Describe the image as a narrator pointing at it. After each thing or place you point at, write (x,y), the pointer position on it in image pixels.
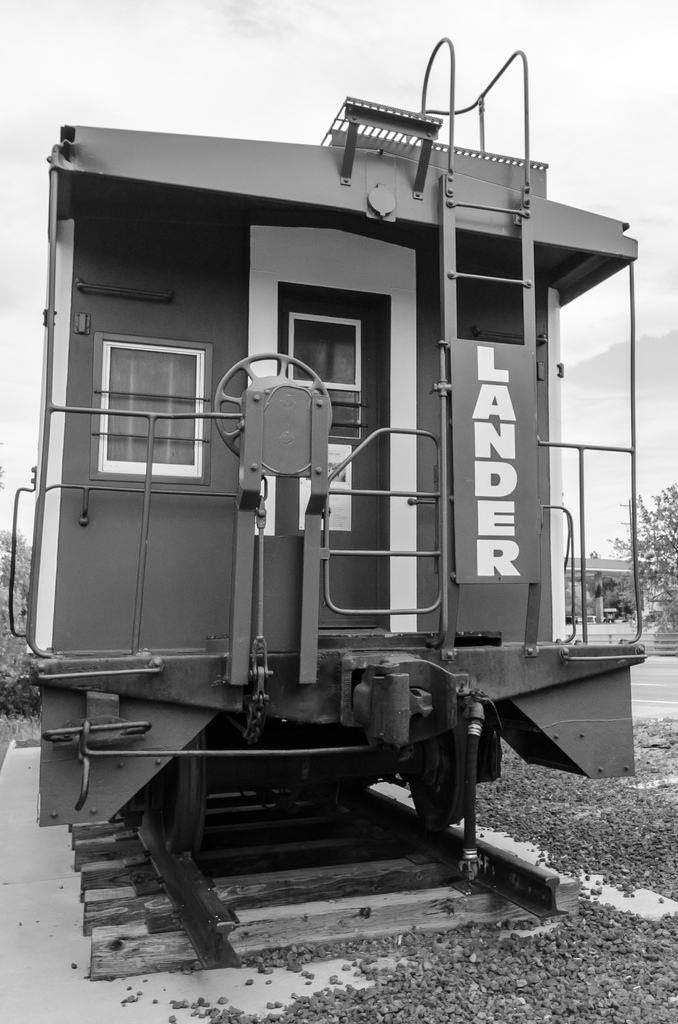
In this I can see a train (302,762) on the railway track (367,889) and I can see text (483,527) on it and I can see few trees (628,604) and a cloudy sky (602,160) and few small stones (612,821) on the ground (644,961).
